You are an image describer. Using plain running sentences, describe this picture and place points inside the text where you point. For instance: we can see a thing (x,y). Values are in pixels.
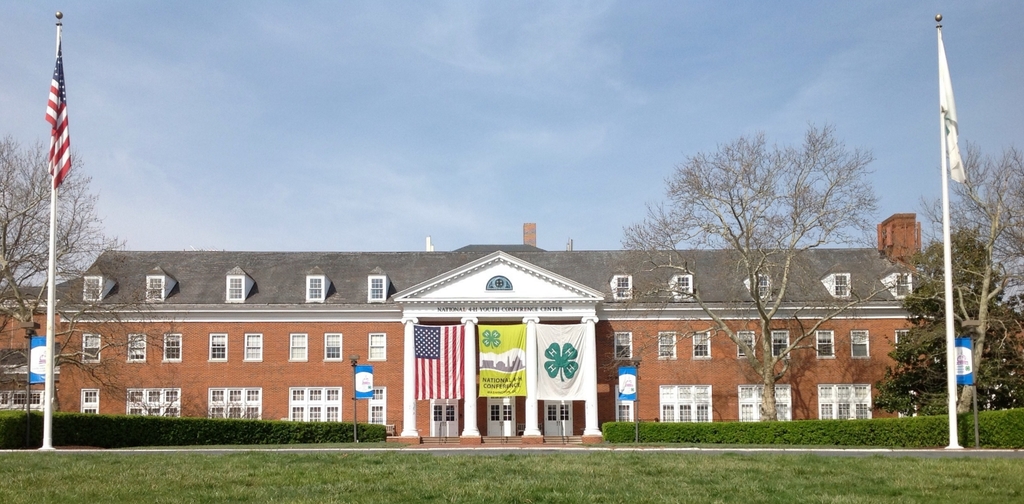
At the bottom of the image (164,471) there is grass (335,487) on the ground (171,462). There is a building (632,324) with walls (684,348), windows (662,402), pillars (529,338), chimneys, roofs (516,249) and flags (550,366) hanging to the pillars (468,364). And also there are bushes (1016,409) and trees (900,409). There are poles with flags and posters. At the top of the image (172,113) there is a sky (481,66).
